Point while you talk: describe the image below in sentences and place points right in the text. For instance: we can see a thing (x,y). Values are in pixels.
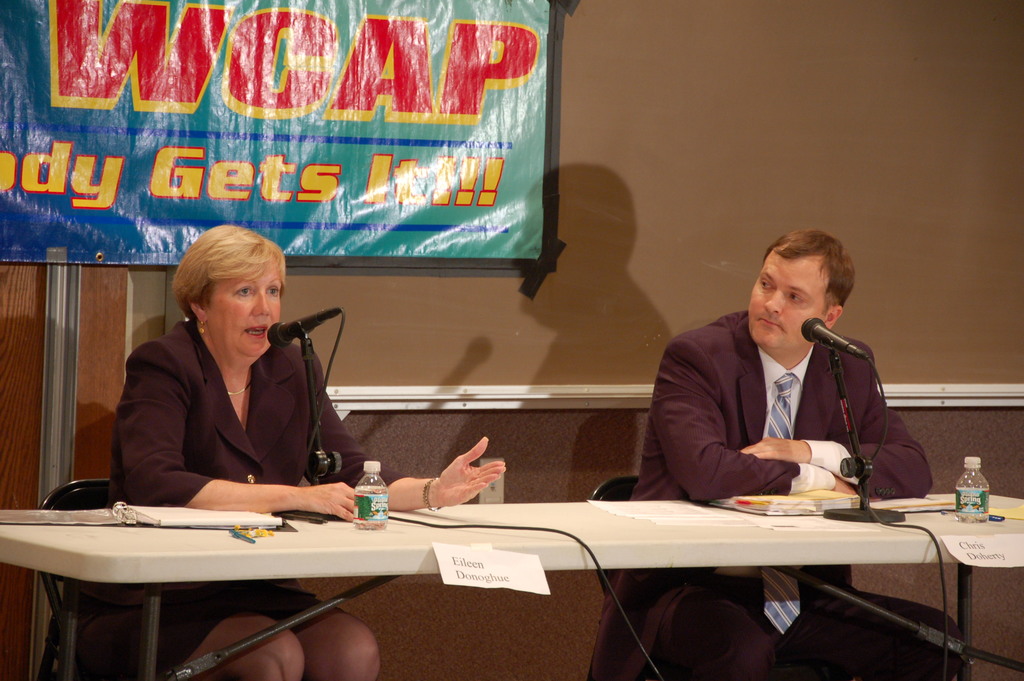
This is the man (718,417) and woman (269,441) sitting on the chairs (626,484). Woman (338,498) is speaking on the mike (303,328). This is the table (346,546) with bottle (357,509), book (221,522), mikes (289,341) placed on it. These are the paper (492,549) attached to it. This is a banner (266,73) attached to the wall (571,165).
